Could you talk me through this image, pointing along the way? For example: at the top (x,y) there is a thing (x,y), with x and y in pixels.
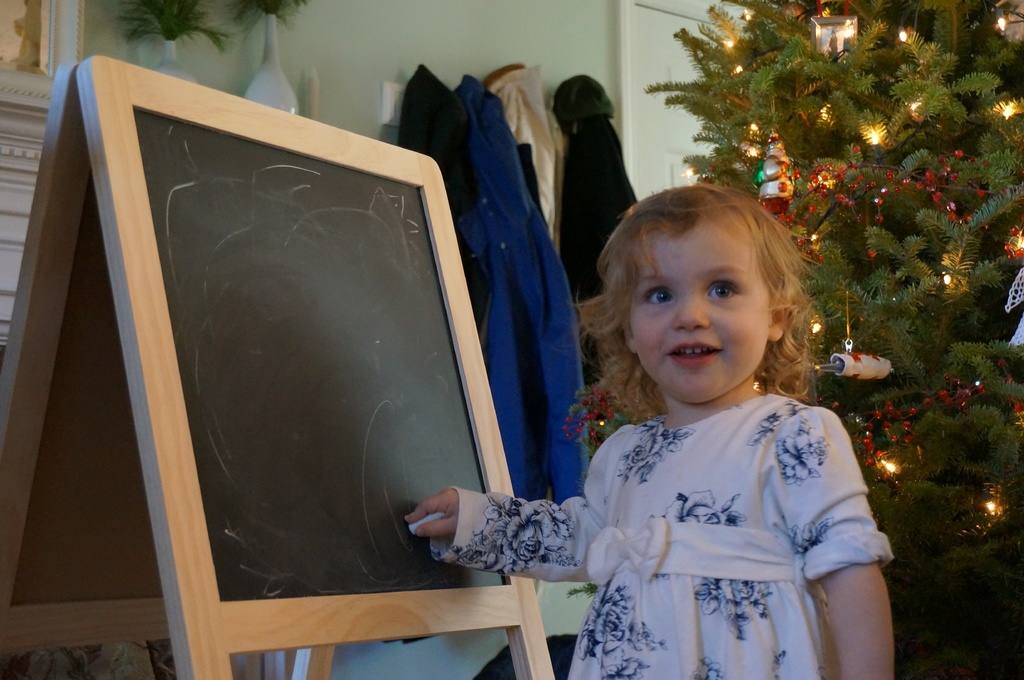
In the background (667,71) we can see the clothes (555,118) and few objects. In this picture we can see a girl (443,509) holding a chalk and we can see a board (248,548). On the right side of the picture (938,153) we can see a Christmas tree (967,169) is decorated very beautifully with lights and decorative objects (920,182).
